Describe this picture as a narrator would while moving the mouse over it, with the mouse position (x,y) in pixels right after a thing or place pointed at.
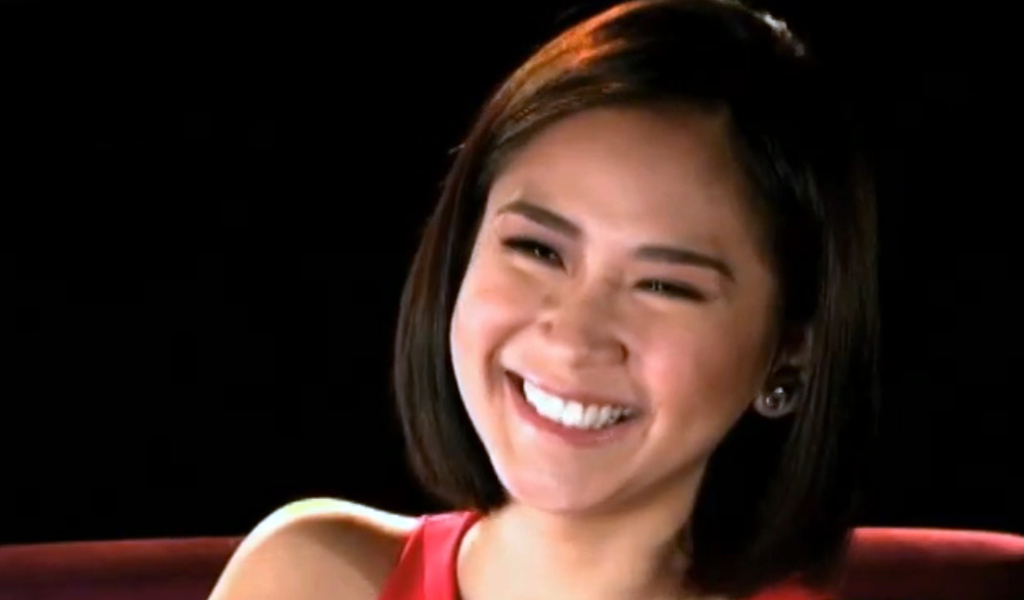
In the image a woman (854,241) is sitting and smiling.
